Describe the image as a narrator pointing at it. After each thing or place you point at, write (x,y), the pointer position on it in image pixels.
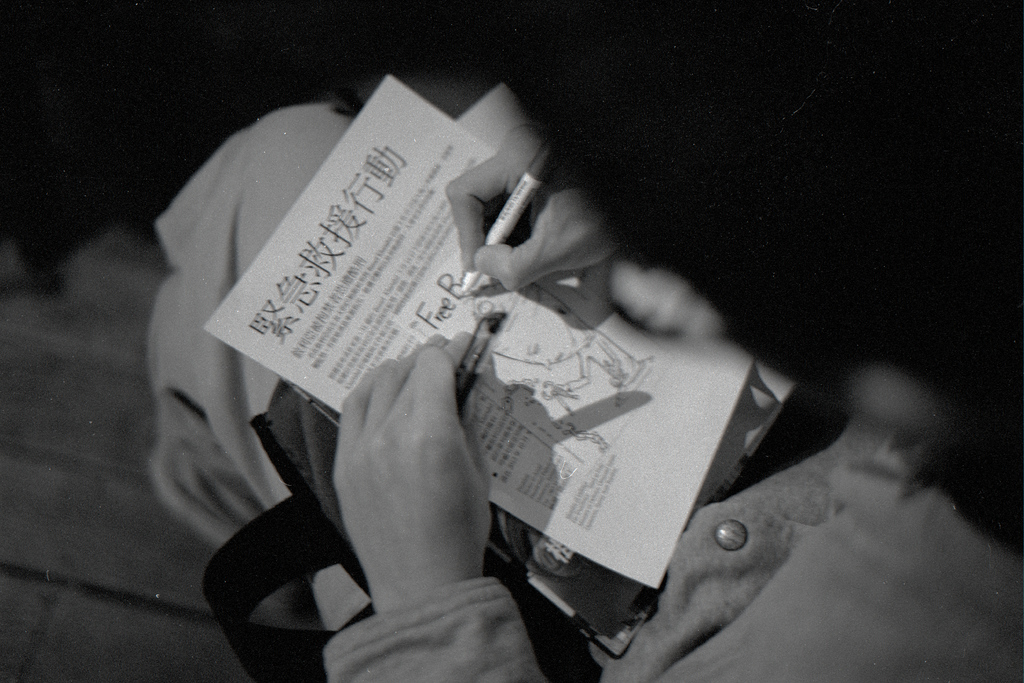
In this image I can see the black and white picture in which I can see a person (372,483) is sitting and holding a paper (592,408) and pen (502,214) in hands (563,243) and I can see the black colored background (223,13).
